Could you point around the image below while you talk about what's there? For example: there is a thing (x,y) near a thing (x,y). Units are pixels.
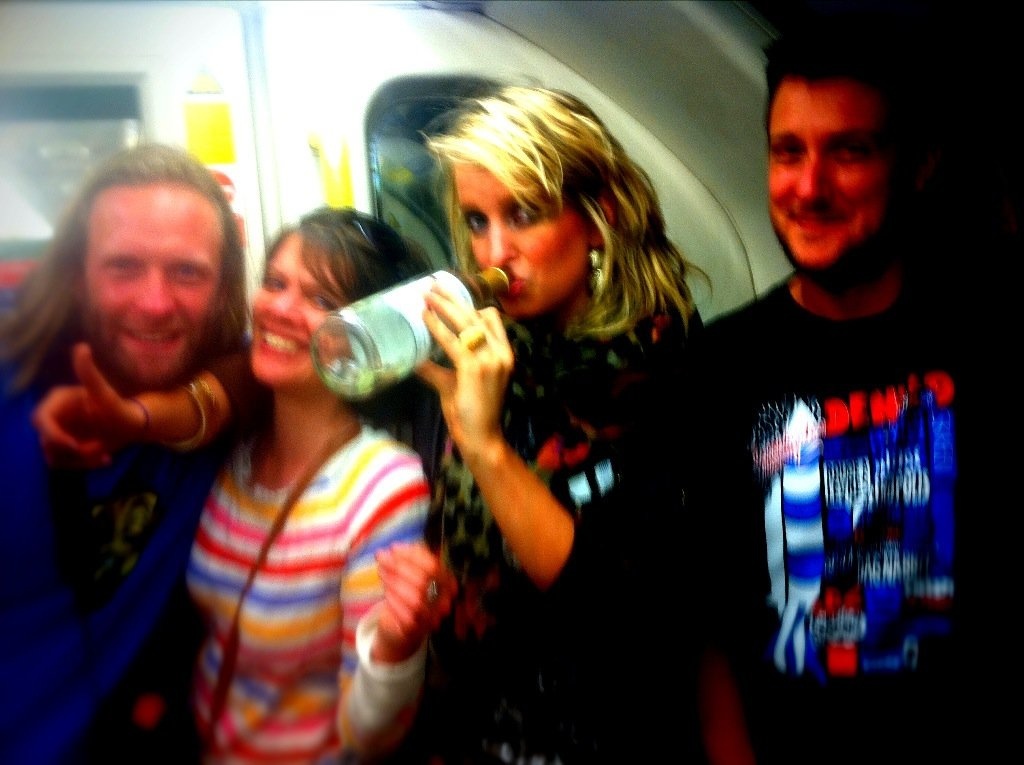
In this image in the middle (467,425) there are two ladies (408,470). On both sides of the image there are two men (732,457). This lady (442,397) is drinking from a bottle (411,343). In the background (253,53) there is a vehicle (239,86).
